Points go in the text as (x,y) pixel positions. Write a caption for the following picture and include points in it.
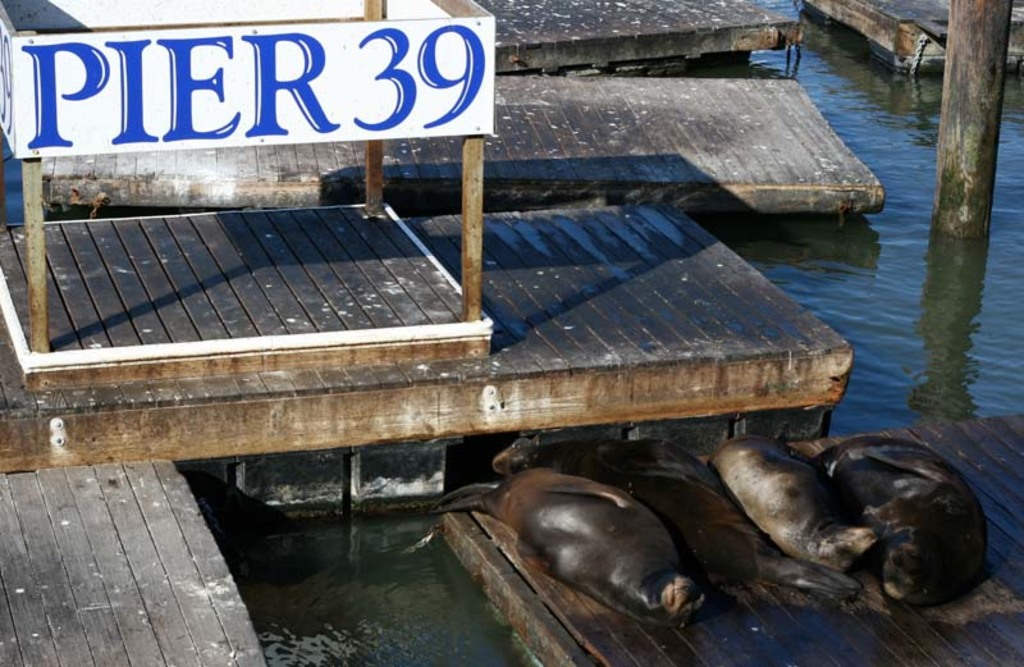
In this image there are a few wooden bricks (769,120) and a wooden pole (985,132) on the river (912,107), there is a banner (36,44) with some text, in the one of the wooden bricks (1005,634) there are a few seals (723,509).
